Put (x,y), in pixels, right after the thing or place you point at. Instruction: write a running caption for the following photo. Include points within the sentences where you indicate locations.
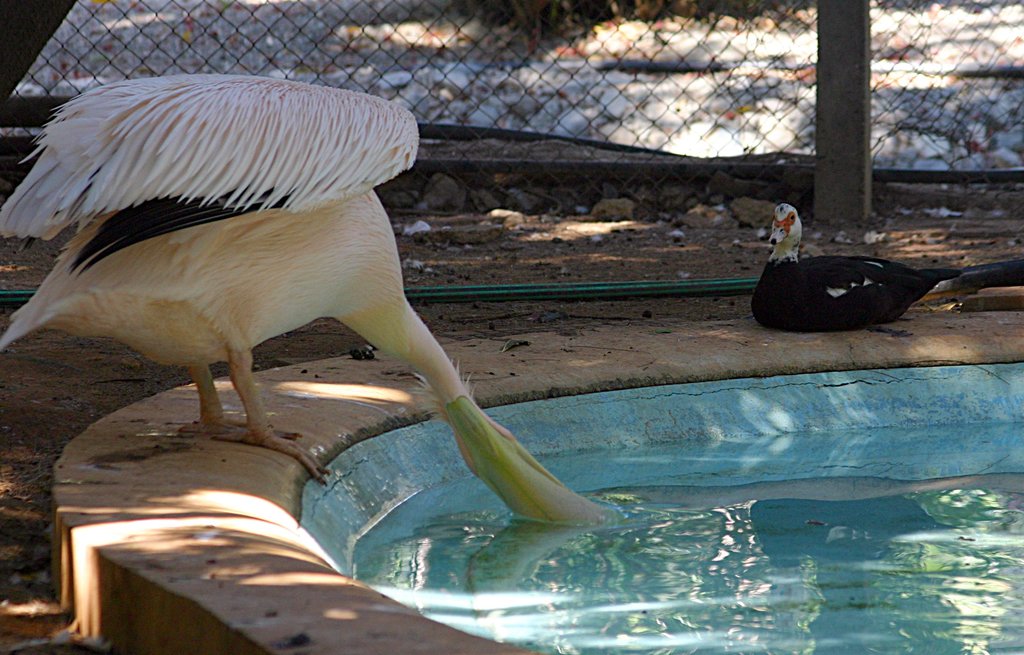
In the foreground of this image (231,307), on the left (225,339), there is a pelican (284,316) drinking water (565,536). Behind it, there is a black color duck (830,276), a pipe (659,293), ground (628,229) and the fencing (512,75).
